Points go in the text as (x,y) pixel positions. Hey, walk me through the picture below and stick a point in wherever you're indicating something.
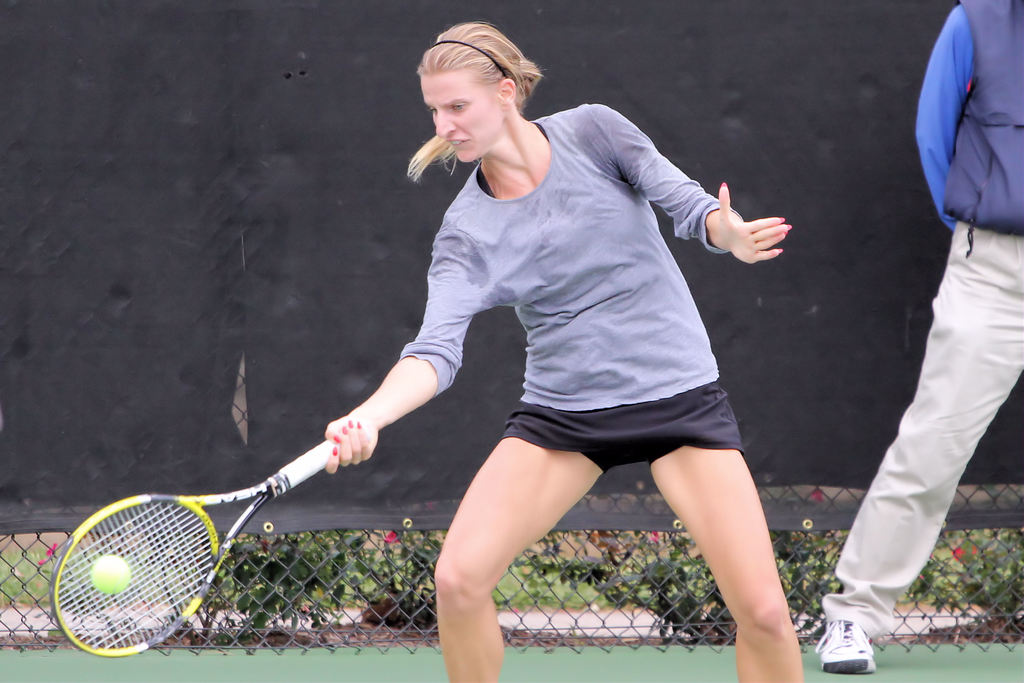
In the screen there is woman (679,221) holding a tennis racket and playing tennis beside to her there is a person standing in the background (145,91) there is black curtain (219,137) fixed on the fencing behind that fencing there are some plants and path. A woman (477,86) is holding a yellow racket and wearing a T-shirt (641,208).
